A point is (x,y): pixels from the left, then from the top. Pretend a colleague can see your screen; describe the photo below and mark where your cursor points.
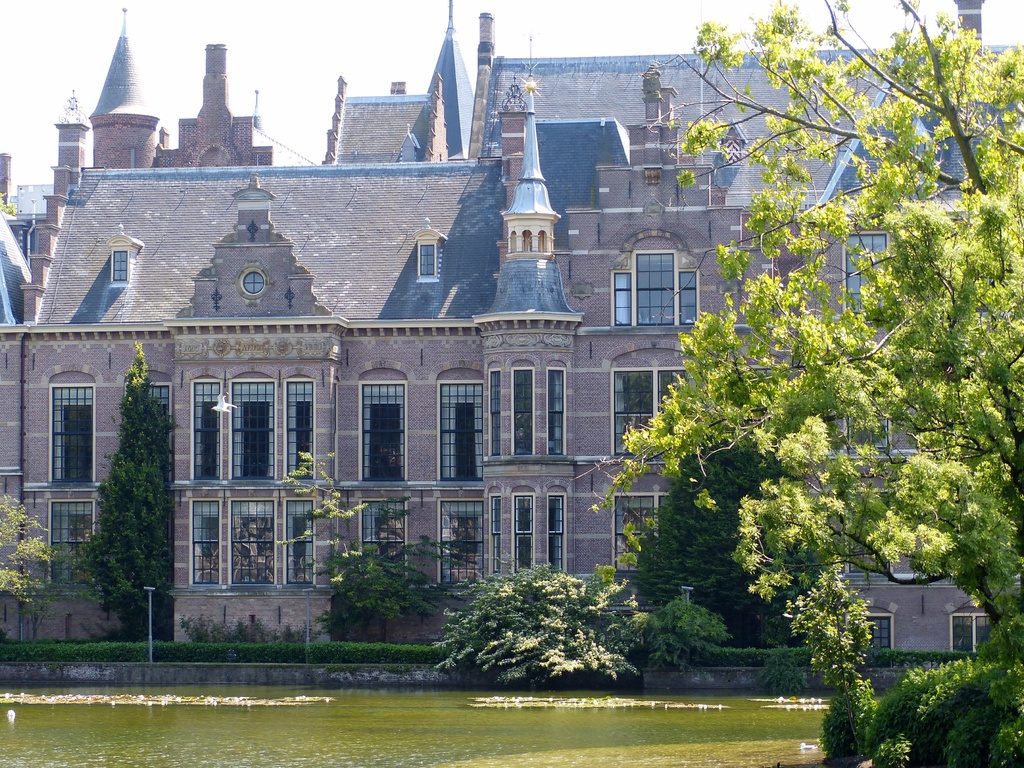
In the foreground of this image (954,555), on the right (969,704), there is greenery (971,690). At the bottom (495,754), there is water (479,730). In the middle (418,371), there are trees (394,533) and a building (429,459). At the top (330,121), there is the sky (346,36).
